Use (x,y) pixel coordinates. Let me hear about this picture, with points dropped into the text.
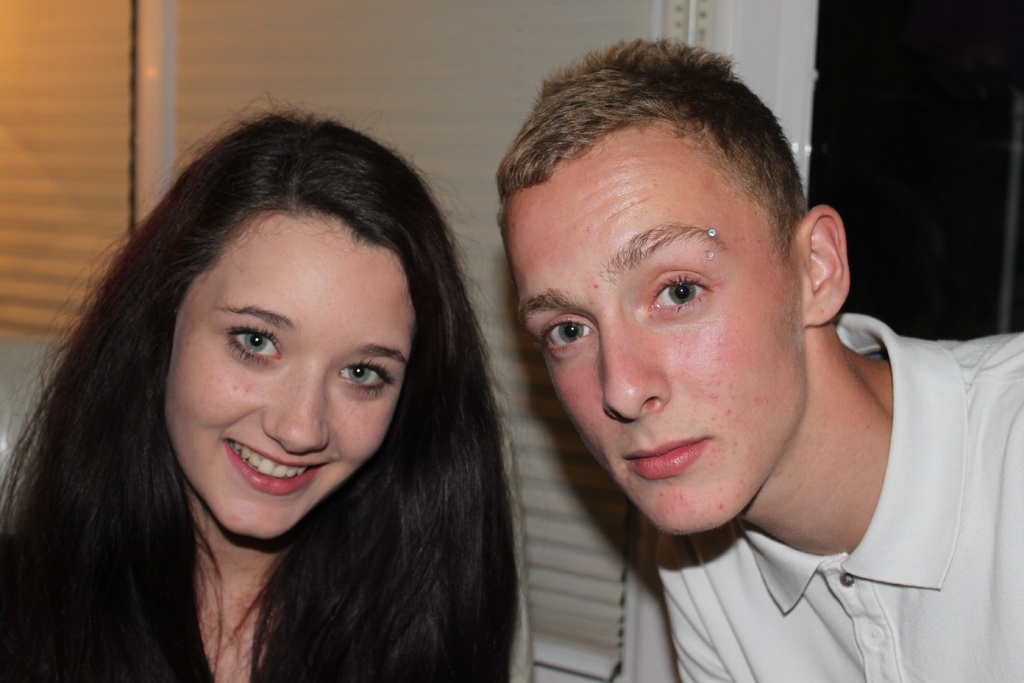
In this image we can see two persons (484,392), behind them, we can see the wall (418,134).
